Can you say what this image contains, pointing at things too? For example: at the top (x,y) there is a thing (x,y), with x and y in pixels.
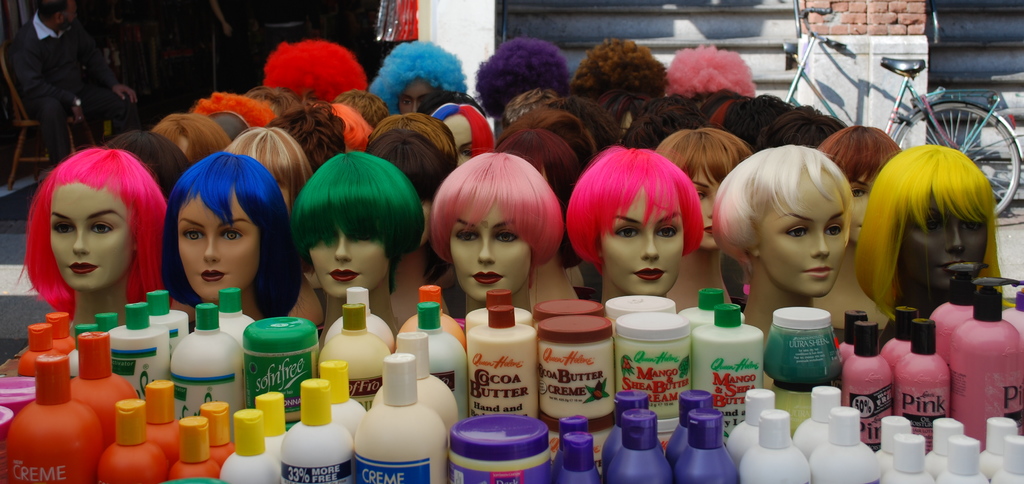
In this image we can see mannequins (507,234) with different colored wigs (492,208). At the bottom (94,460) there are cosmetics (495,402). On the right (901,121) we can see a bicycle (899,115). On the left (106,110) there is a man (51,109) sitting. In the background (501,25) there is a wall (491,14) and we can see a person (222,22).
